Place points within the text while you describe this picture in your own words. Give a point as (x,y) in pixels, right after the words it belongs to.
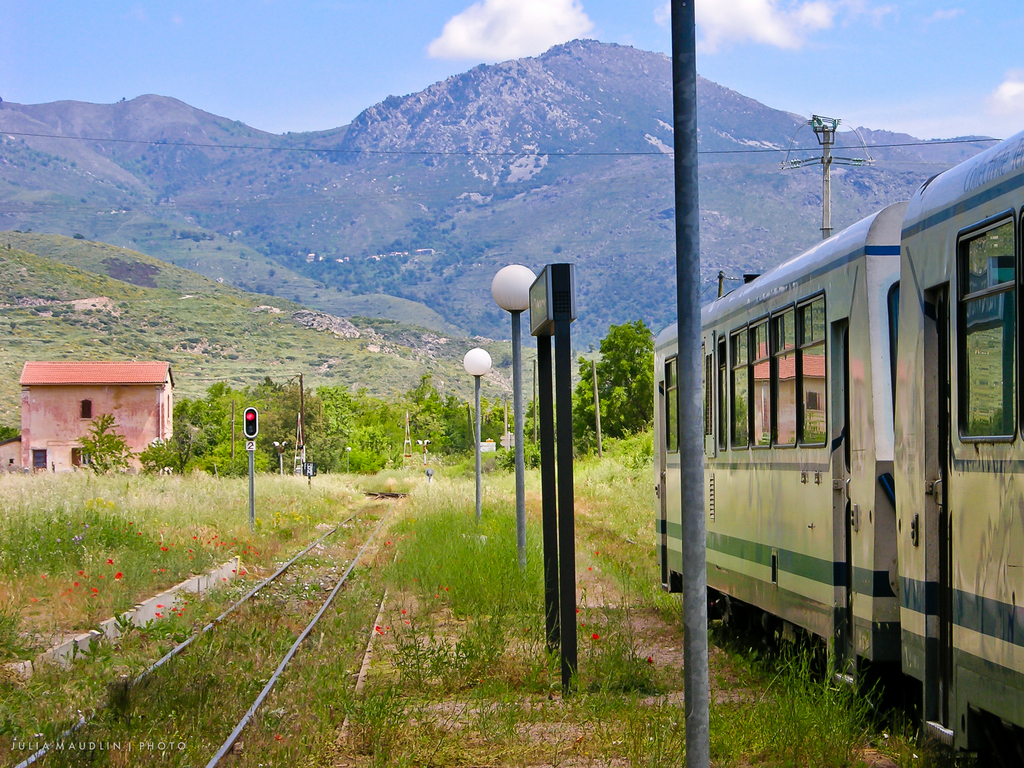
On the right side of the image (805,515) we can see a train (801,488) on the track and there are poles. We can see wires (866,145). On the left (154,400) there is a shed (164,425) and a traffic light (245,423). In the background (252,397) there are trees (245,473), hills (432,141) and sky (401,89).
